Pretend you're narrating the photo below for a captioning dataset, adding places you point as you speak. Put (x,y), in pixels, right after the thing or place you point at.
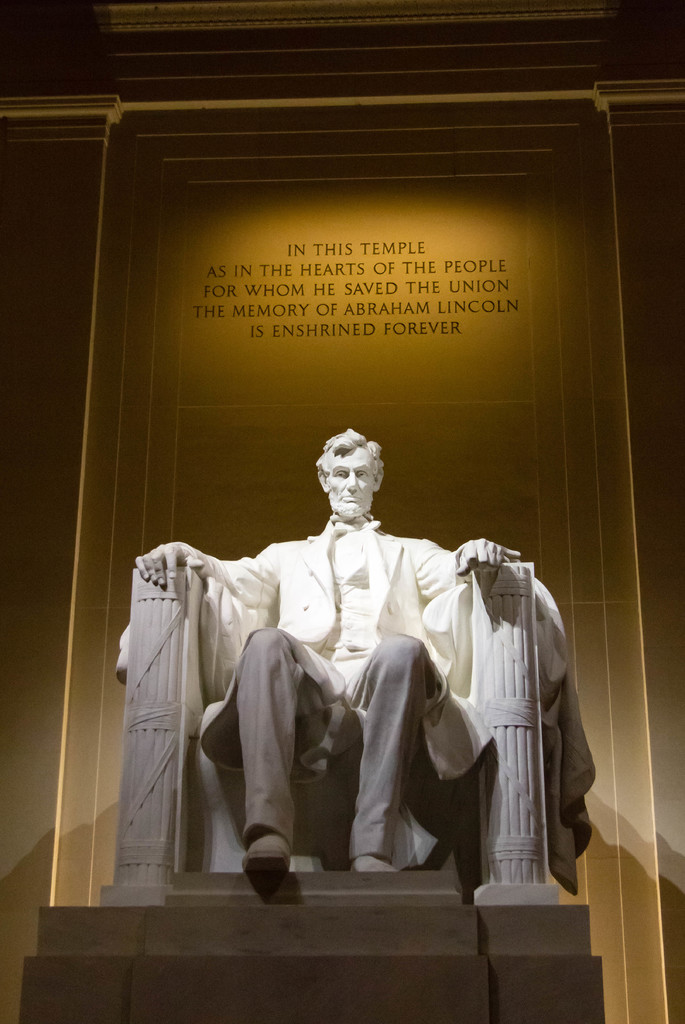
In this image I can see a statue (347,677) of a man (310,657) sitting. At the bottom (207,1023) there are stairs (200,953). In the background (221,403) there is some text (387,266) on the wall (168,389).
